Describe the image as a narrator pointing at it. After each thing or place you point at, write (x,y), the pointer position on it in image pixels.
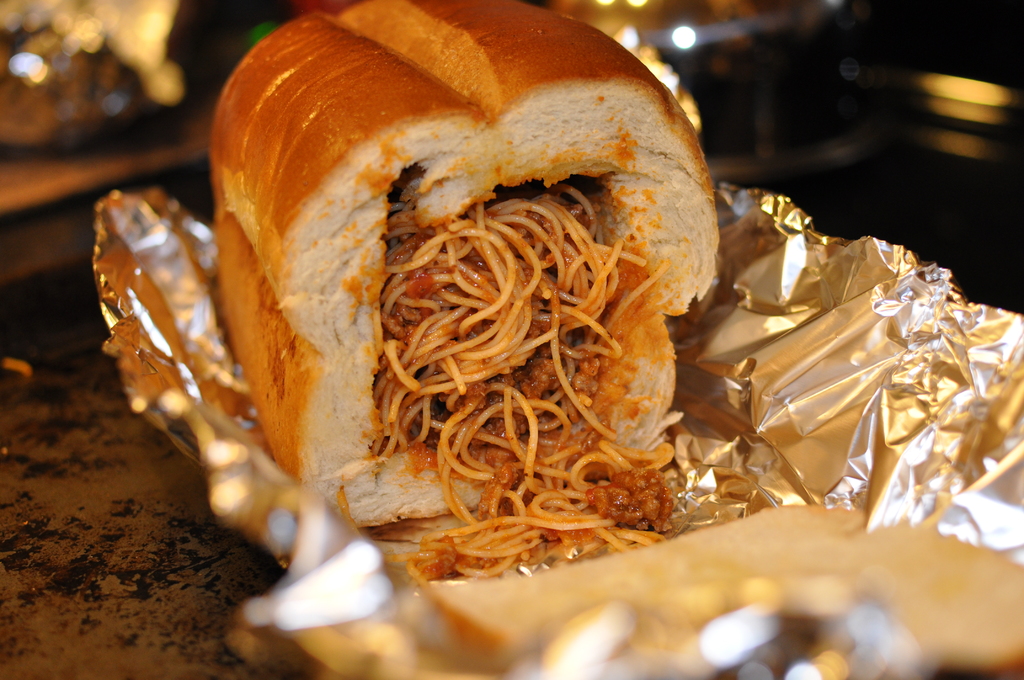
In this picture there is food (544,514) on the silver wrapper (858,617). At the back (69,9) the image is blurry. At the bottom (111,625) it looks like a table (117,538).
